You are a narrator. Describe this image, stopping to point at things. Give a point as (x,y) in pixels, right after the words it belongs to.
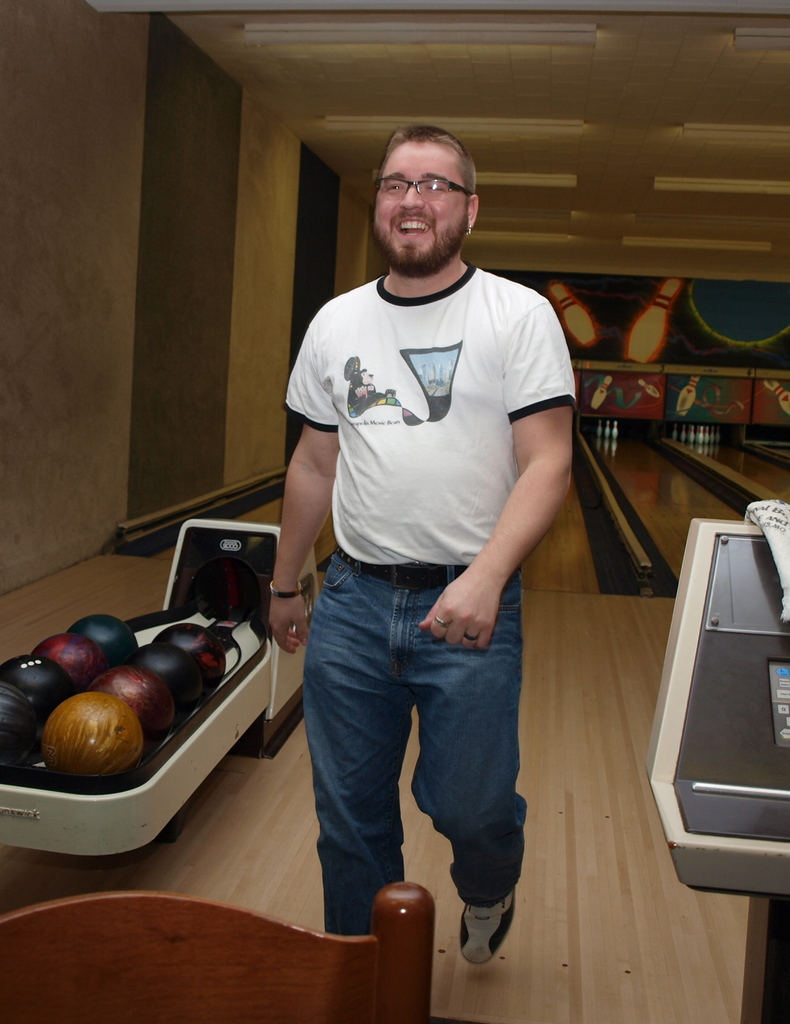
Here in this picture we can see a person (467,575) walking on the floor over there and beside him we can see bowling balls (143,666) present and behind him we can see the bowling floor (624,479) and on the roof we can see lights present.
